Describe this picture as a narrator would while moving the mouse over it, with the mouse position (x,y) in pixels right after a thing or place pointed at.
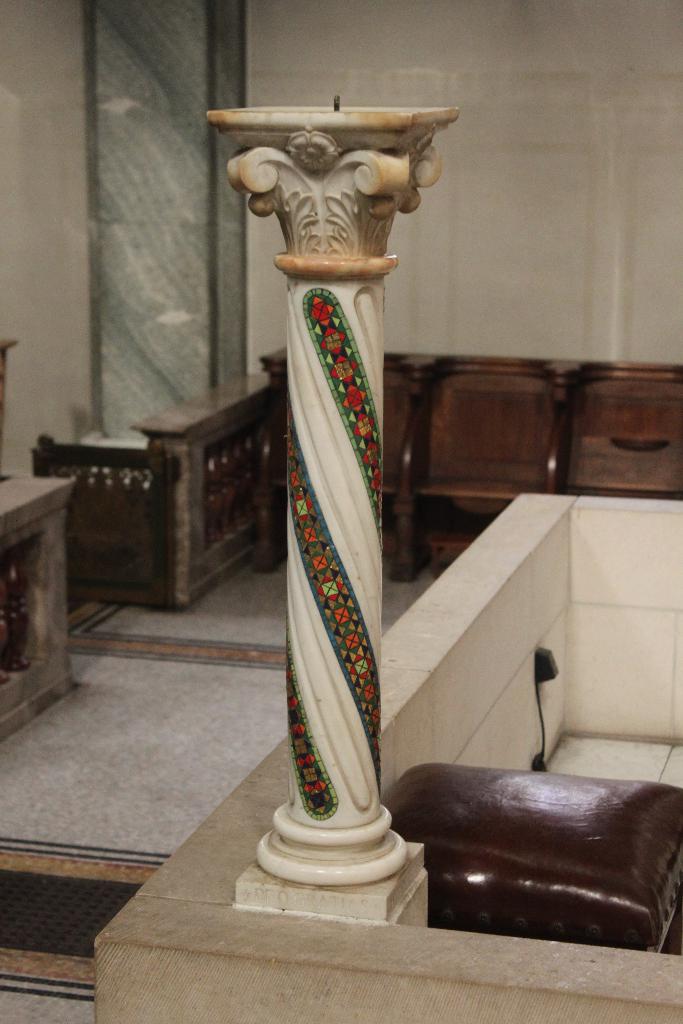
In this image we can see a pillar (322,740) on the wall (486,1000) and to the side, there is an object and we can see some wooden objects (259,521) in the background (673,416) and we can see the wall (124,219).
